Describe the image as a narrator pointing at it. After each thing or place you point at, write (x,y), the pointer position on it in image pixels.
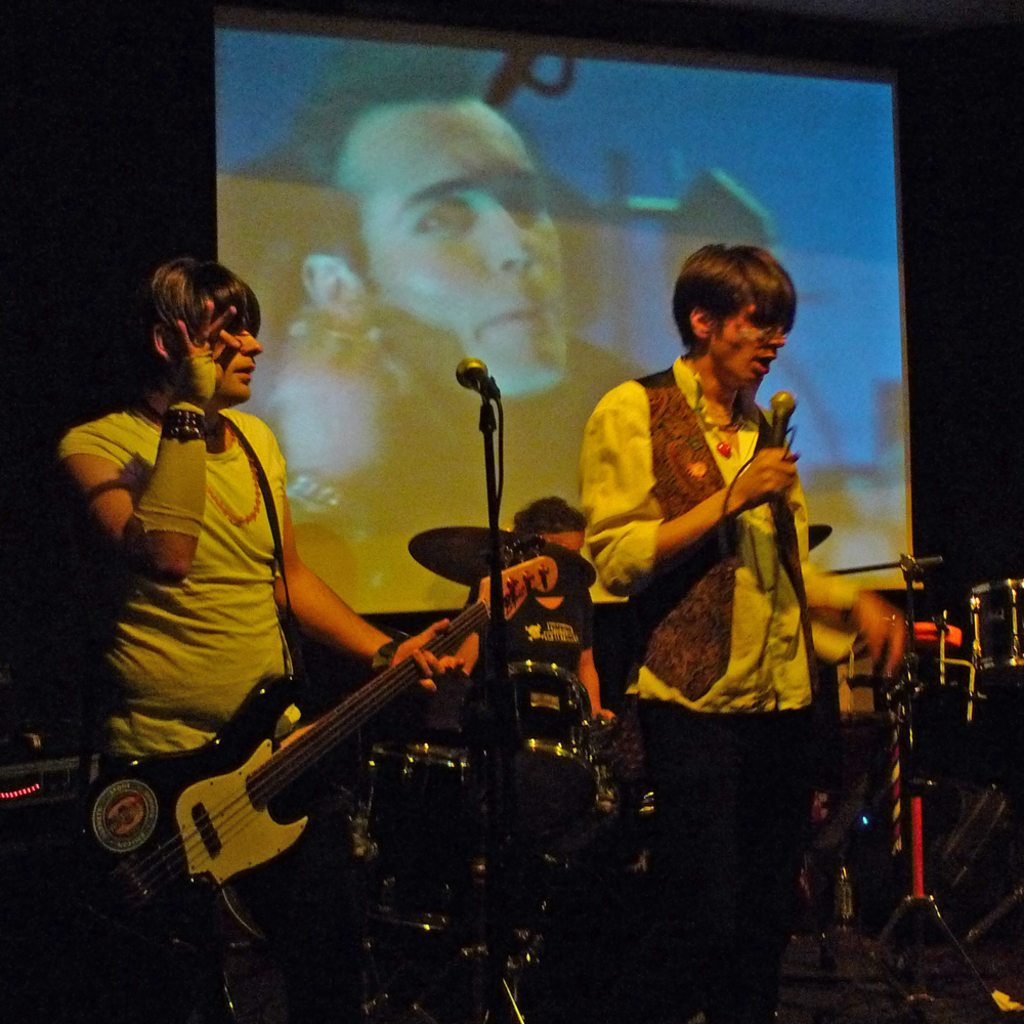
Here we can see a person (228,469) on the left (245,525) playing a guitar (204,785) with a microphone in front of him and on the right (738,673) singing a song with a microphone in his hand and in the middle (544,646) the guy (589,600) is playing drums (529,659) and behind them there is a projector screen (519,275).
